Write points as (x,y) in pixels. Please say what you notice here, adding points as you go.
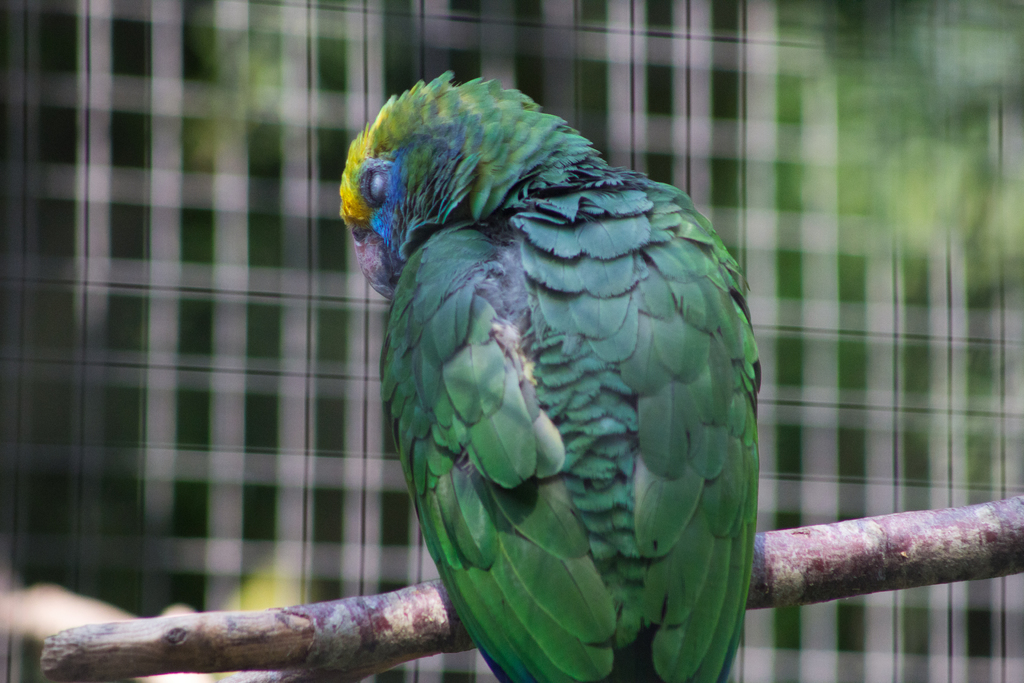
In this picture I can see a bird (657,618) on the stem (247,634).
